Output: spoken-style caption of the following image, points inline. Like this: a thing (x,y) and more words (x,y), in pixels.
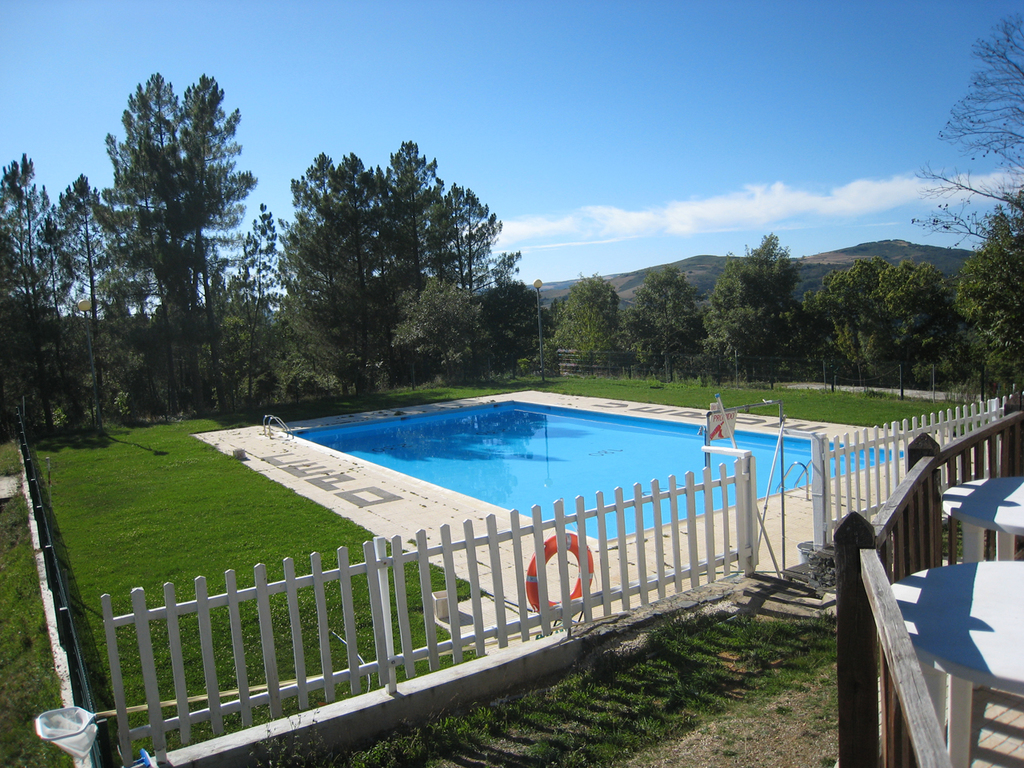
In this picture I can see the fencing (1013,413) in front (956,529) and I see 2 white color tables (989,566) on the right bottom corner of this image (983,603). In the middle of this picture (551,423) I can see the grass (862,404) and I see a swimming pool (546,409). In the background (218,213) I can see the trees (928,349), mountains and the clear sky (339,99).
